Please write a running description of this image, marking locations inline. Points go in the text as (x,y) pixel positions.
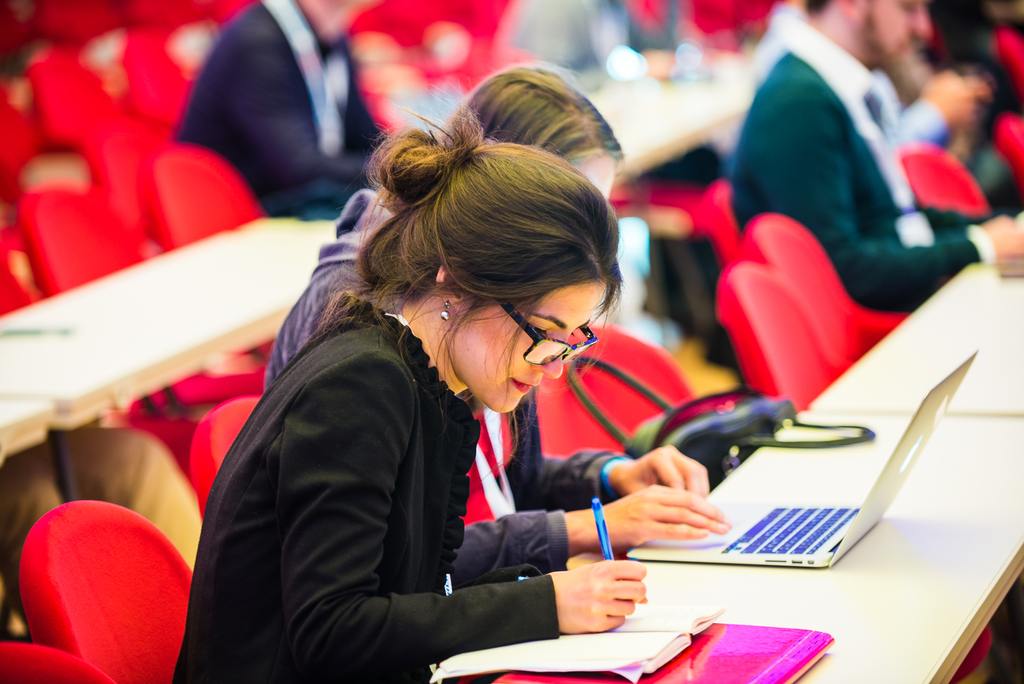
In this image I can see few benches (53,310), in front of the bench (104,291) I can see red color chair (80,221), on the chair (733,211) I can see persons (446,240), on the table (832,478) I can see books (515,663) and laptop (891,469) and I can see a backpack (665,444) kept on the chair (620,395) in the middle (584,405).
